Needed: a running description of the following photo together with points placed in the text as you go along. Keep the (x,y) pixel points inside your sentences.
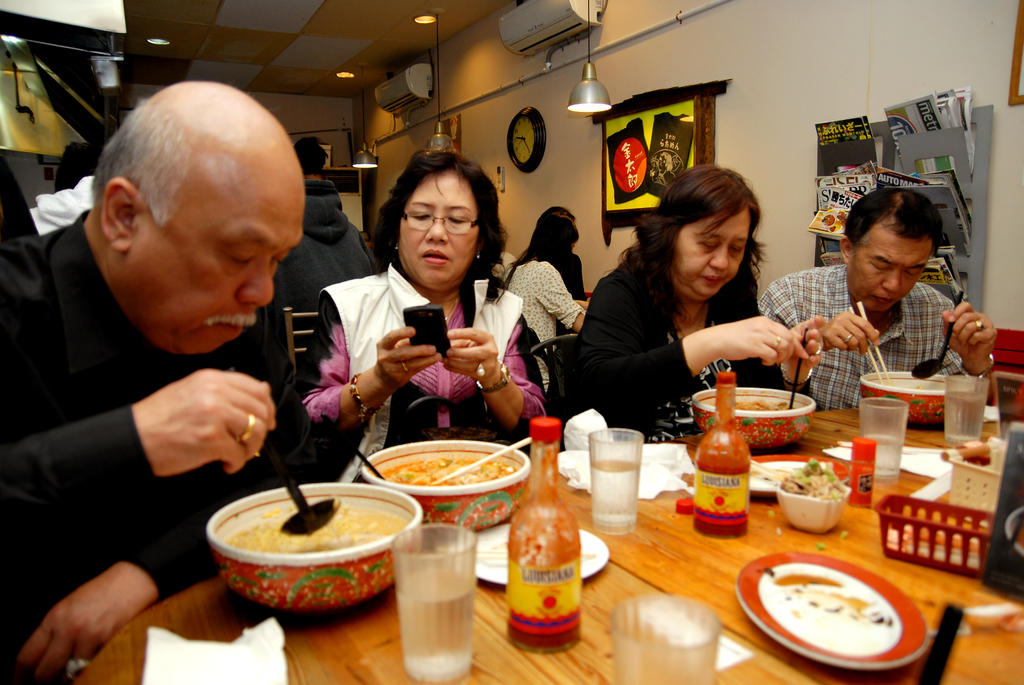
In this image we can see two men (166,353) and two women (455,339) are sitting on the chairs (293,337). In front of them, there is a table (880,543). On the table (819,678), we can see bottles (730,478), glasses (903,425), plates (770,576), bowls (811,416), tissues (179,655), containers (967,478) and food items (338,524). In the background (320,139), we can see AC (394,94), light (441,126), clock (545,134), frames (634,135), wall (723,57), book rack (923,128), roof (378,6) and people (563,279).
